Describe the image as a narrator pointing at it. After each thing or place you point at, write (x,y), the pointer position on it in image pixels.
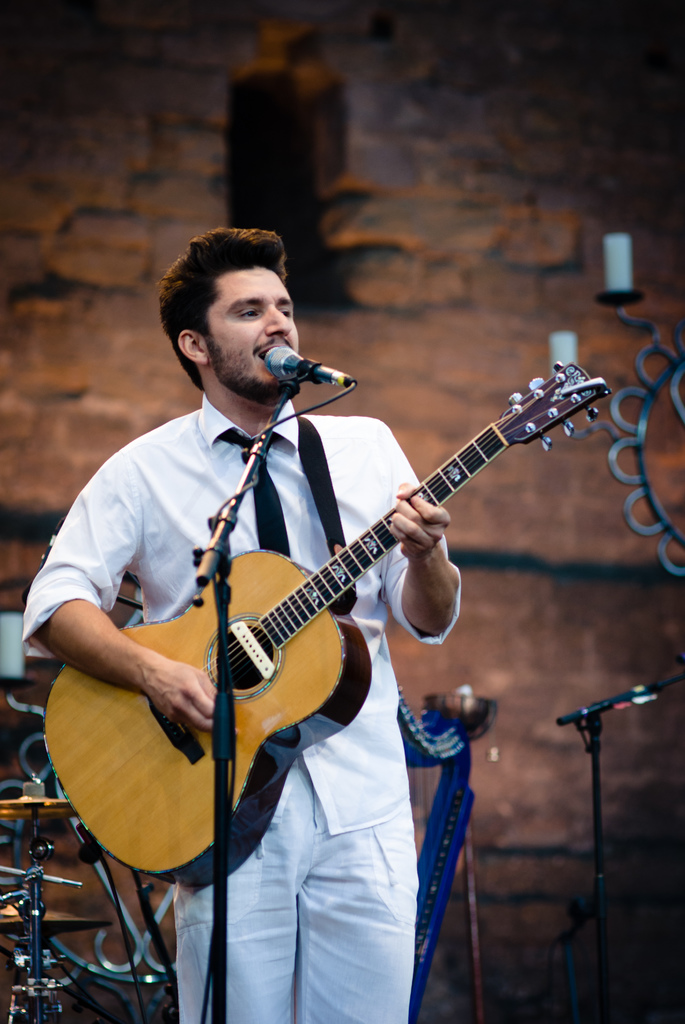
This person (78,633) standing and holding guitar (191,808) and singing. There is a microphone (312,361) with stand (293,387). On the background (145,186) we can see wall (76,165).
